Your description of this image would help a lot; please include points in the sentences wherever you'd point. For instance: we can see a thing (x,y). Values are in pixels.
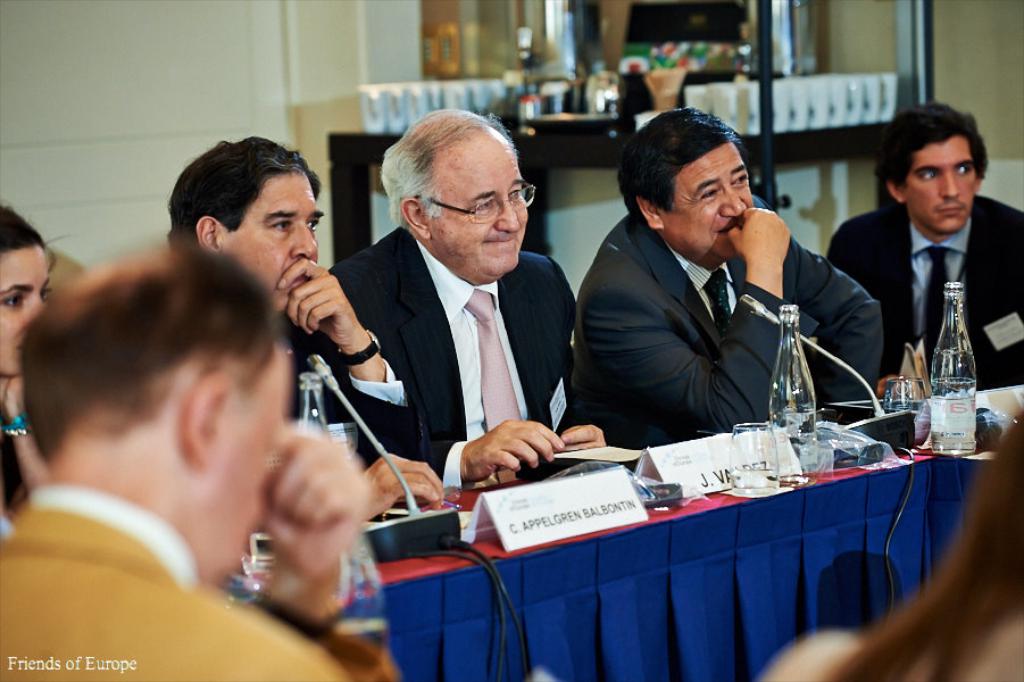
In this image we can see the persons (648,304) wearing the suits (724,359) and sitting in front of the table (847,561) and on the table (625,457) we can see the name boards (710,464), glasses (770,480), bottles (951,433), mikes (898,433) and also some other objects (924,411). We can also see the wires (902,449), blue color cloth (716,524). In the background (172,158), we can see the wall (126,104), some objects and in the bottom left corner (113,662) we can see the text (87,669).
